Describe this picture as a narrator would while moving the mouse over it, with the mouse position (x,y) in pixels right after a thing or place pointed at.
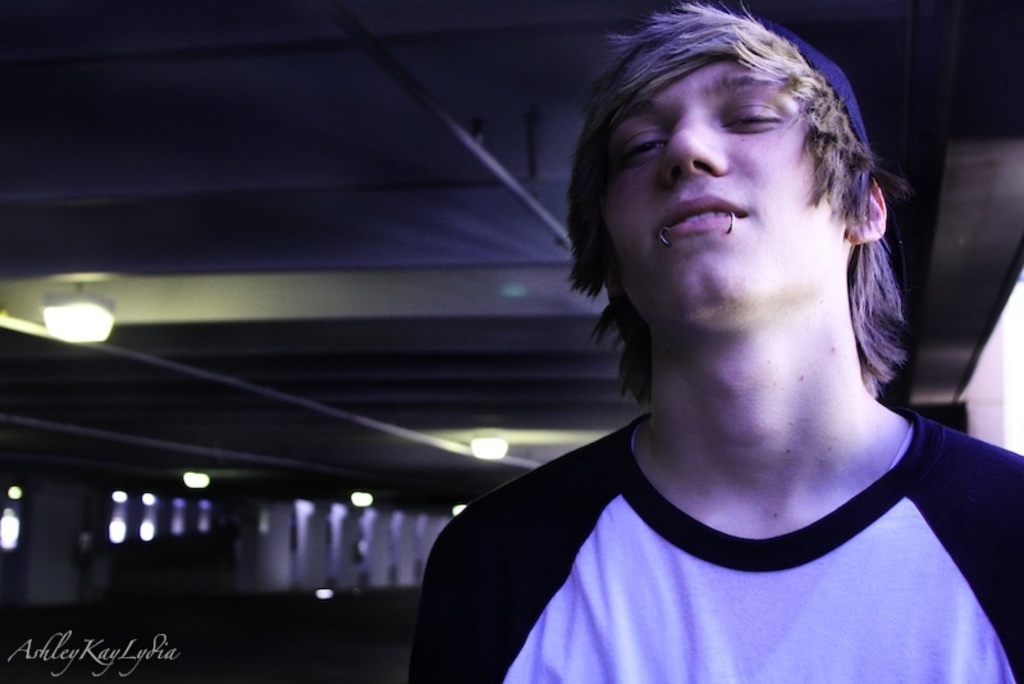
In this image we can see a man (732,366) wearing the black and white t shirt (644,573). We can also see the ceiling (383,332) and also lights (82,327). In the bottom left corner (65,659) there is text (148,651).
